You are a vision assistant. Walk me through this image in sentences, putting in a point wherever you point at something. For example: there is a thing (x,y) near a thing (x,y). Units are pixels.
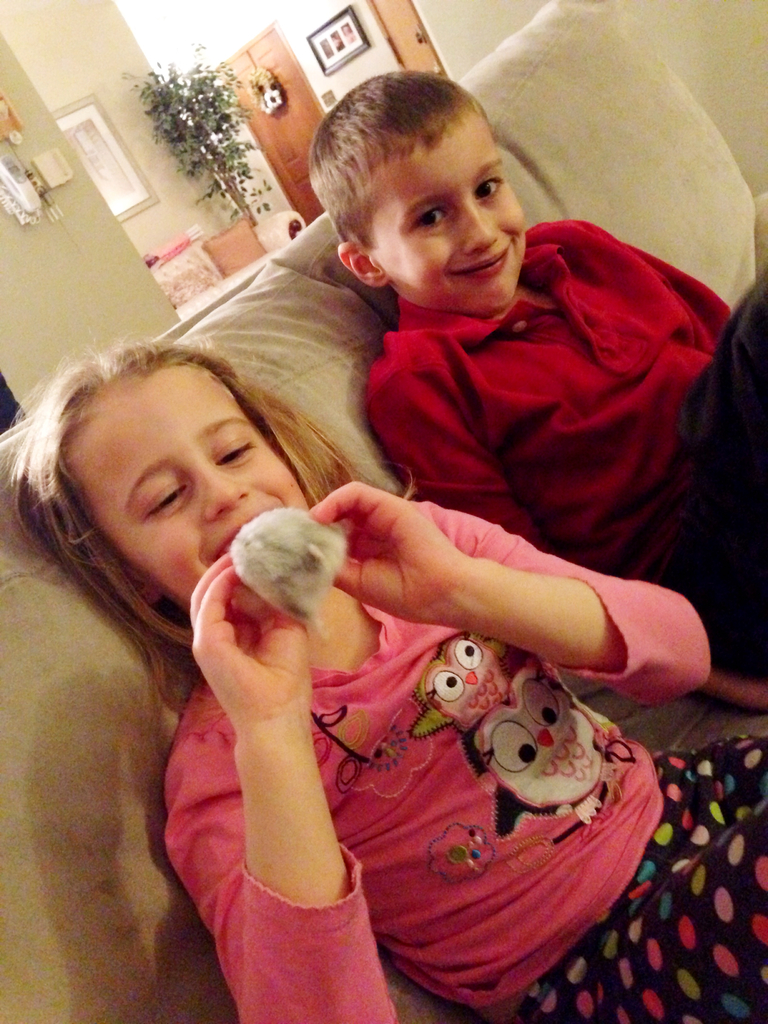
On the background (319,62) we can see photo frames (90,114) over a wall (263,176). This is house plant (252,176). this is a door (284,174). We can see a sofa (252,250) and a cushion (244,244) here. Here we can see a boy (447,395) and a girl (217,456) sitting on a sofa (138,804) and smiling. Here we can see a wreath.
